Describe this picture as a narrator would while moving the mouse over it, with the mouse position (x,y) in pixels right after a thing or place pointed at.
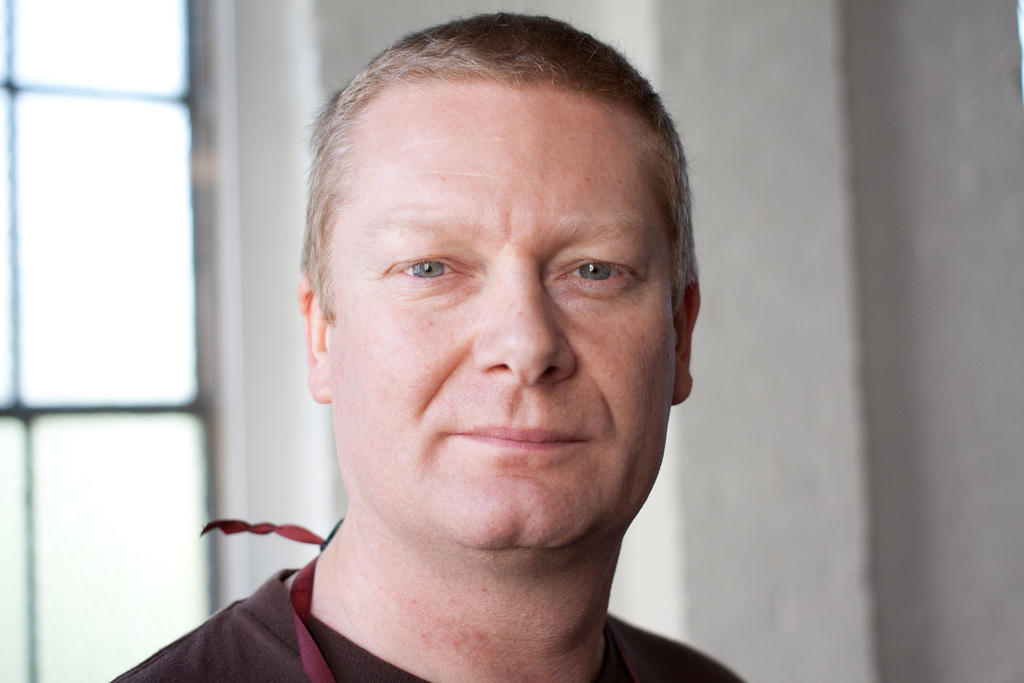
In the center of the image (442,228) we can see persons face (479,467). In the background (635,9) we can see window (70,85) and wall (734,170).
